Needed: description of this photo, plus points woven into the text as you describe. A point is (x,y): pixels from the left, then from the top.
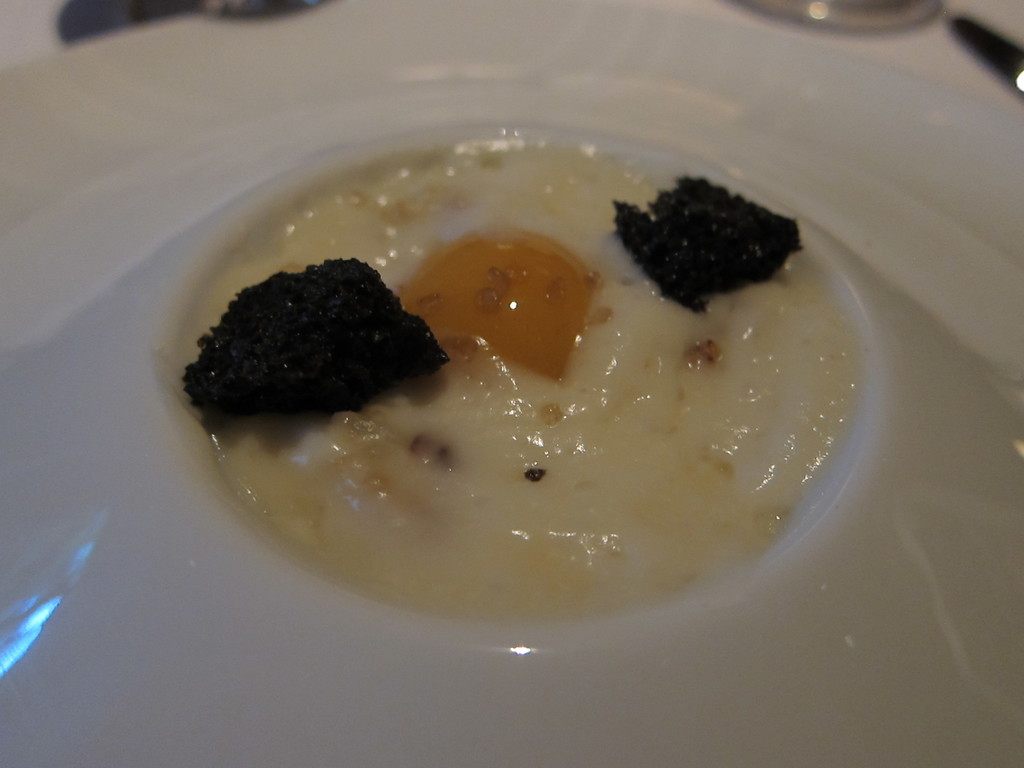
This image consists of a bowl (553,698) in which there is food (668,550). At the bottom (547,709), we can see a plate (154,612) kept on a table (1005,6).
